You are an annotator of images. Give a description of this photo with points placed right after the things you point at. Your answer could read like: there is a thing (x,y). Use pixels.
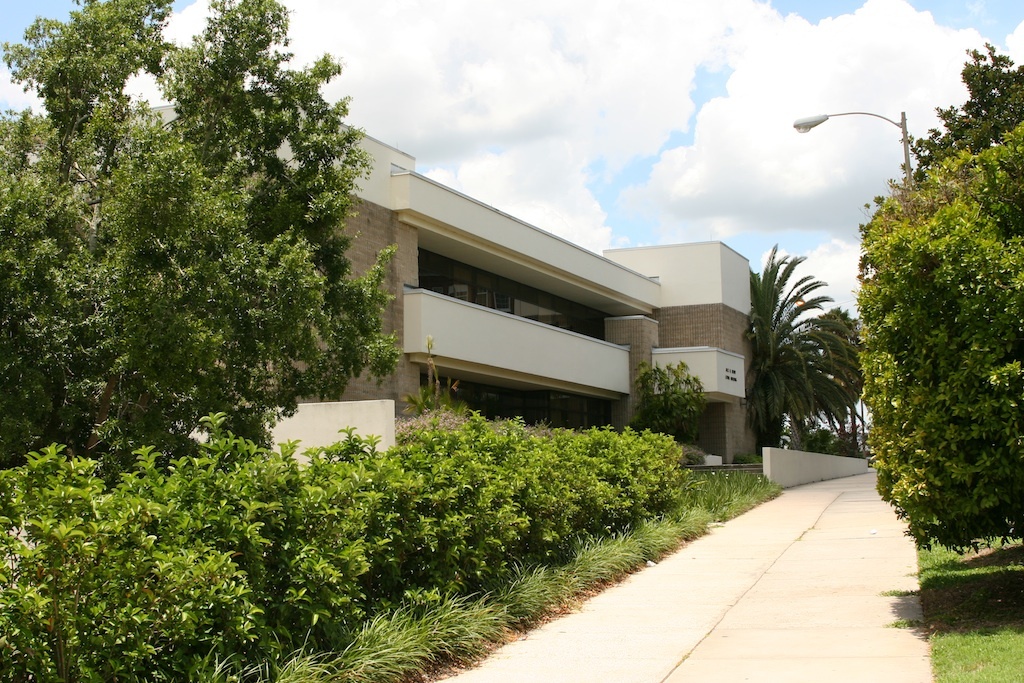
In the image there is a path (873,478) in the middle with plants (945,393) on either side of it followed by building (405,376) in the back (567,317) on left side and above its sky (630,79) with clouds (565,93).
